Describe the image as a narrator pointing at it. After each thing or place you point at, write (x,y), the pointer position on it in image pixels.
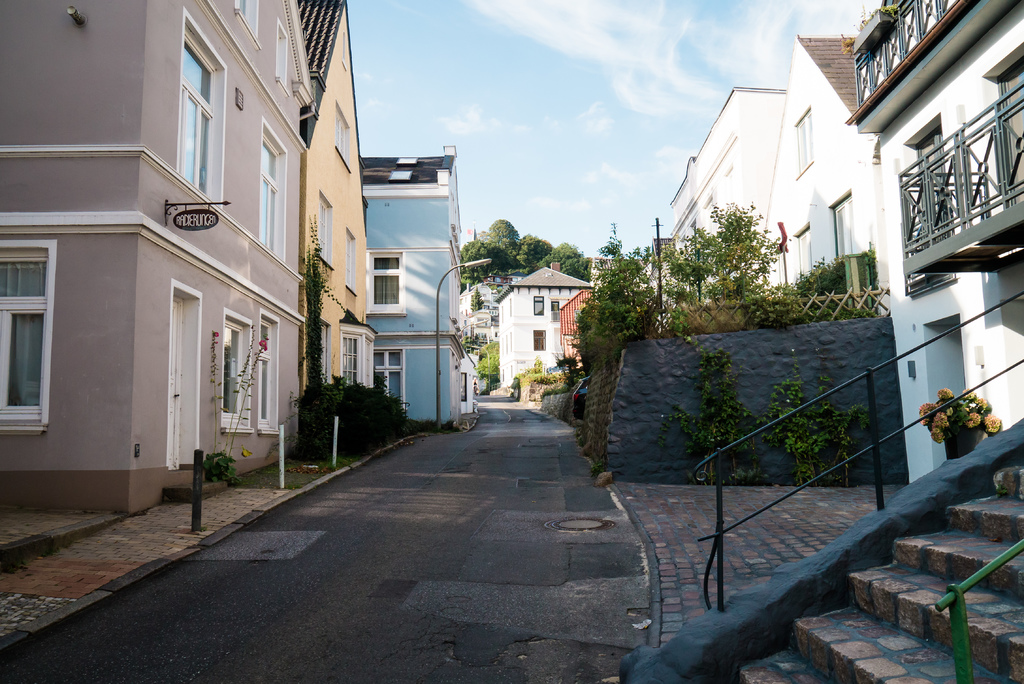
This picture is taken outside view of the city (137,543) and I can see buildings (308,207) on the left side (164,218) and on the right side (721,143) and I can see plants (630,288) visible in front of the building (372,357) and I can see staircase (838,554) on the right side (1020,533) and at the top (500,90) I can see the sky (691,97) and I can see a flower (933,417) kept on staircase (1013,442) in front of building (910,342).
